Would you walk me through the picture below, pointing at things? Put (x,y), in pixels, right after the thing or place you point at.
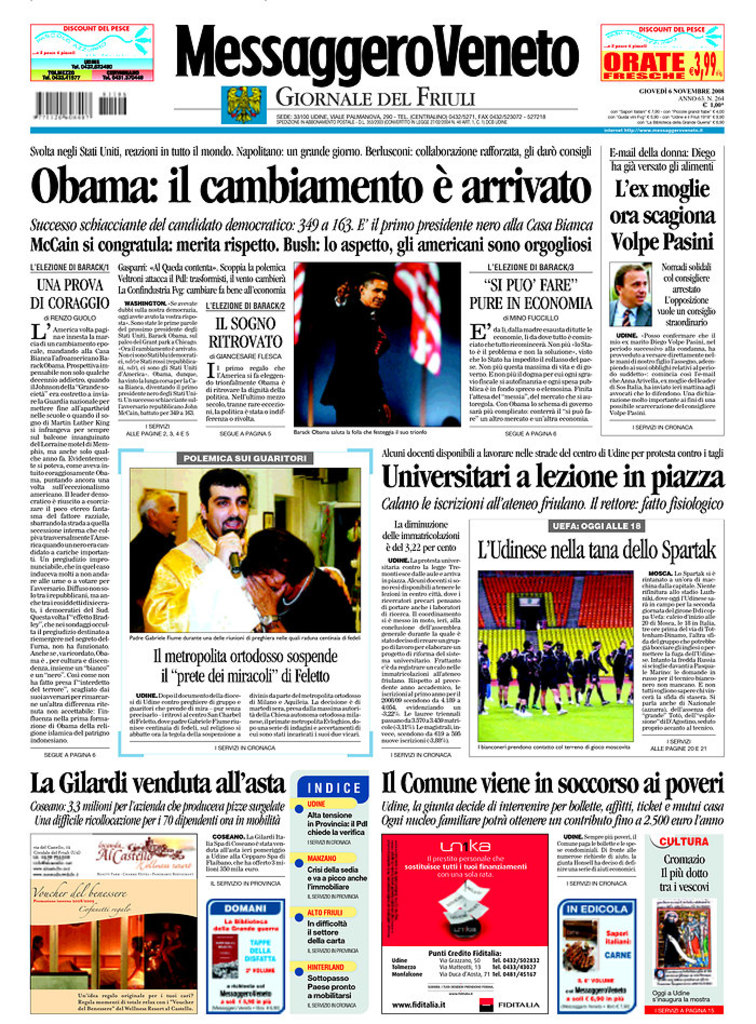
Picture of a newspaper (542,454). Something written on this newspaper (385,628). On this newspaper (598,356) we can see pictures (619,289) of people (620,302). Here we can see barcodes (118,99) and logo (253,110). In this image there are flags (418,326).
